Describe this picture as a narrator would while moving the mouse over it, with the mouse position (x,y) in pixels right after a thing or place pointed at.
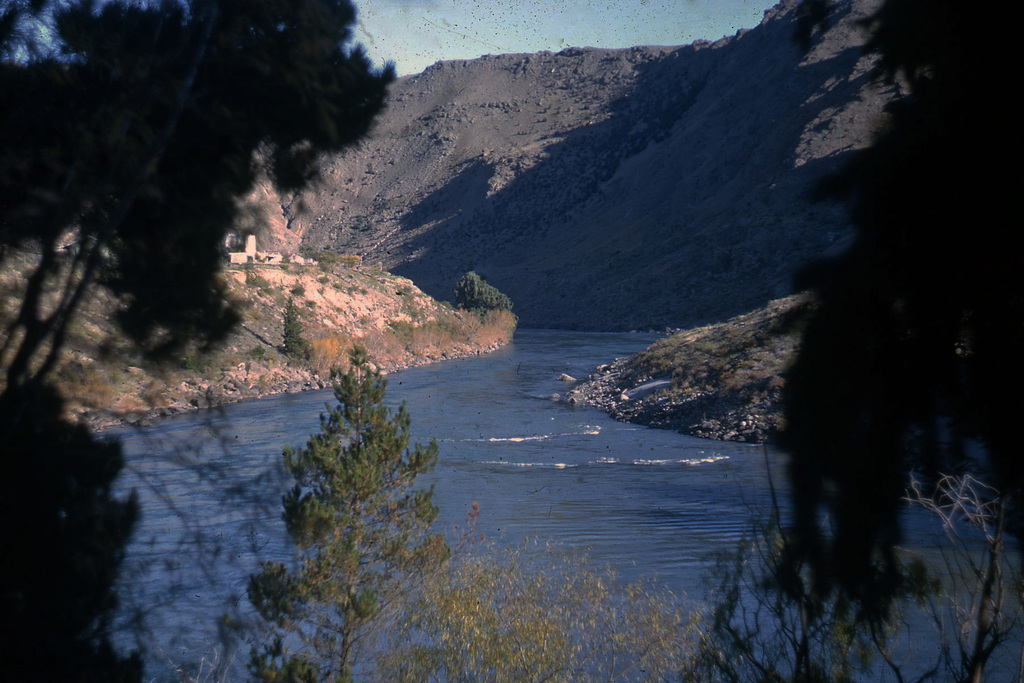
In the center of the image (469,439) we can see the sky (515,42), hills (627,48), trees (860,166), plants (586,593), grass (265,350), water (515,433) and a few other objects (612,399).
